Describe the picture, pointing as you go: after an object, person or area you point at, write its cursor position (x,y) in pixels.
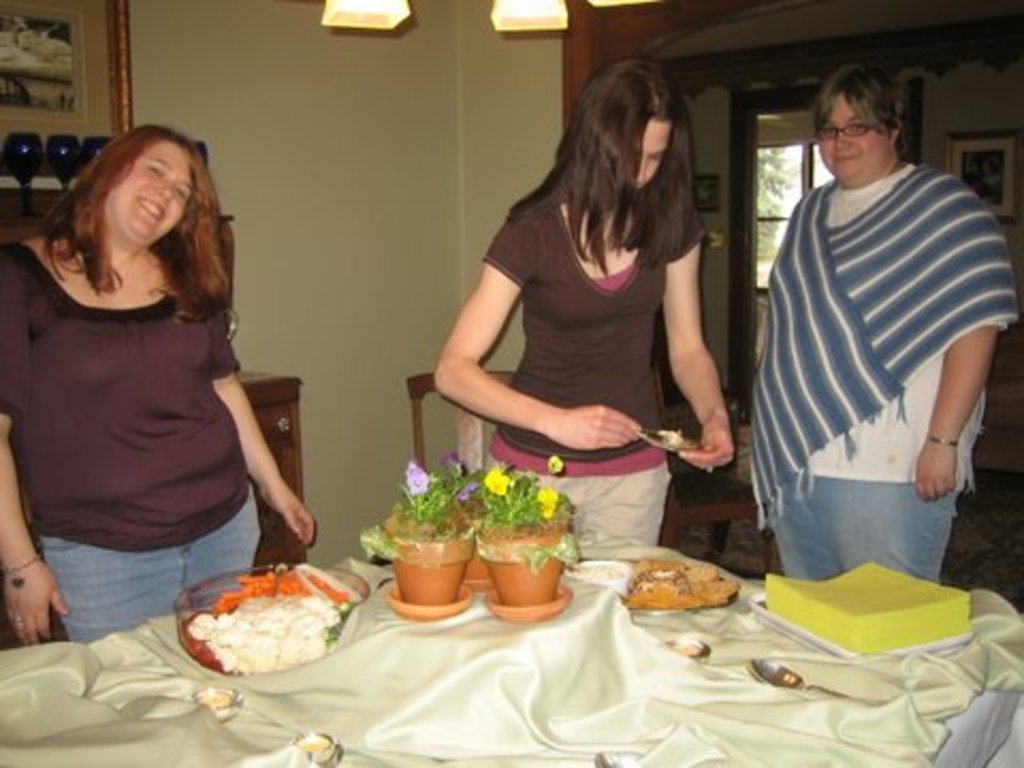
In this picture there are three ladies (582,350) who are standing in front of the table (404,630) on which there are two plants (548,522), a bowl (274,572) and some things (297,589) and behind there is a shelf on which some things (67,141) are placed and behind there is a window (776,180).
